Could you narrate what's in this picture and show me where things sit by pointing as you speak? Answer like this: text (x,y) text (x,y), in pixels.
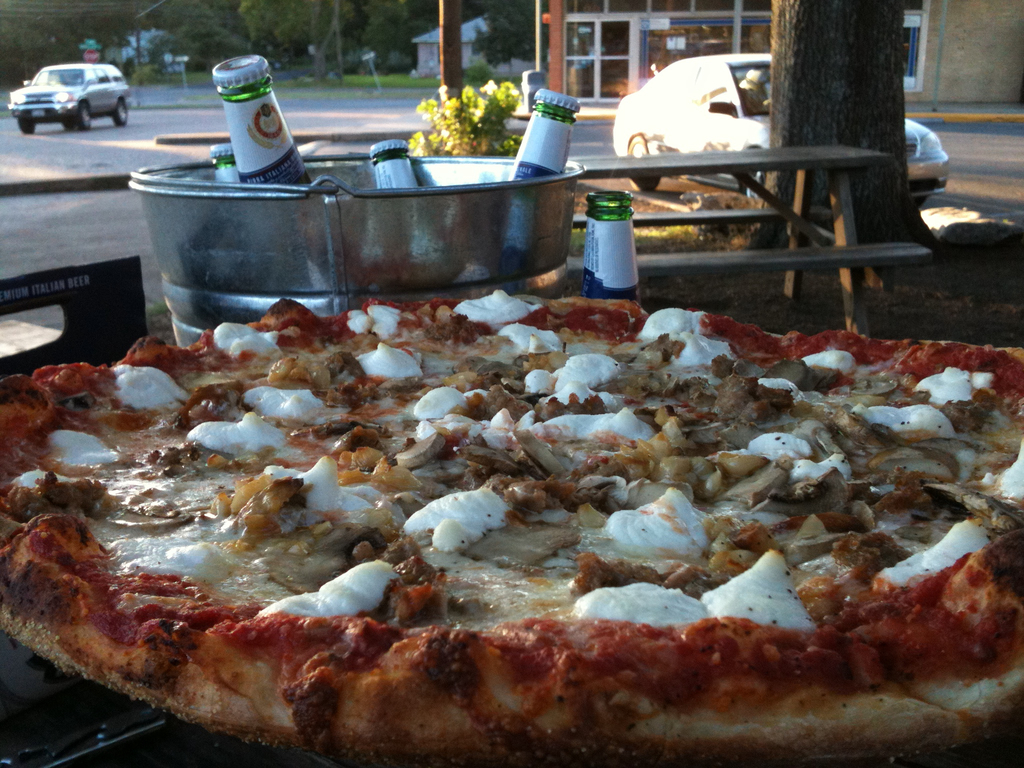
In this image i can see a pizza (632,431) at the back ground (406,270) i can see few bottles (289,131) in a bucket (282,208), car (738,113), a building (639,54) and a tree (311,44).
